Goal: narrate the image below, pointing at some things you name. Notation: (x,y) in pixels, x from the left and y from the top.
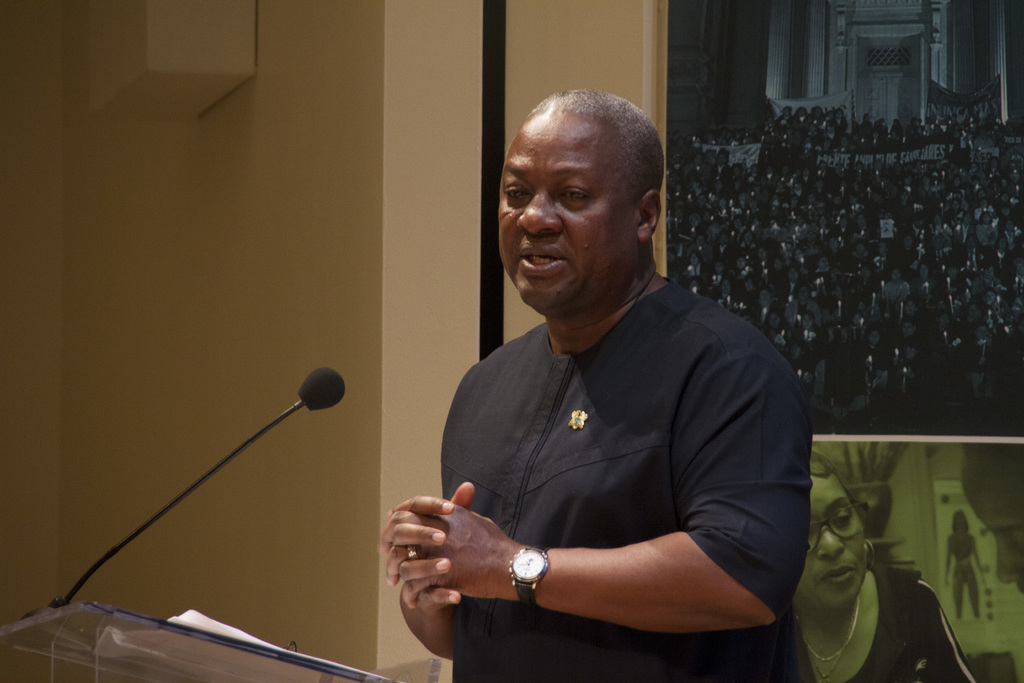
In the image we can see a man (629,413) standing, wearing clothes (691,508), wrist watch (528,588), finger ring (418,555) and the man (537,299) is talking. Here we can see the microphone (87,577), behind him there is the poster (846,185), in the poster (864,284) we can see there are many people (925,259) and a building (830,36). Here we can see the wall (157,524) and the papers (196,621).
